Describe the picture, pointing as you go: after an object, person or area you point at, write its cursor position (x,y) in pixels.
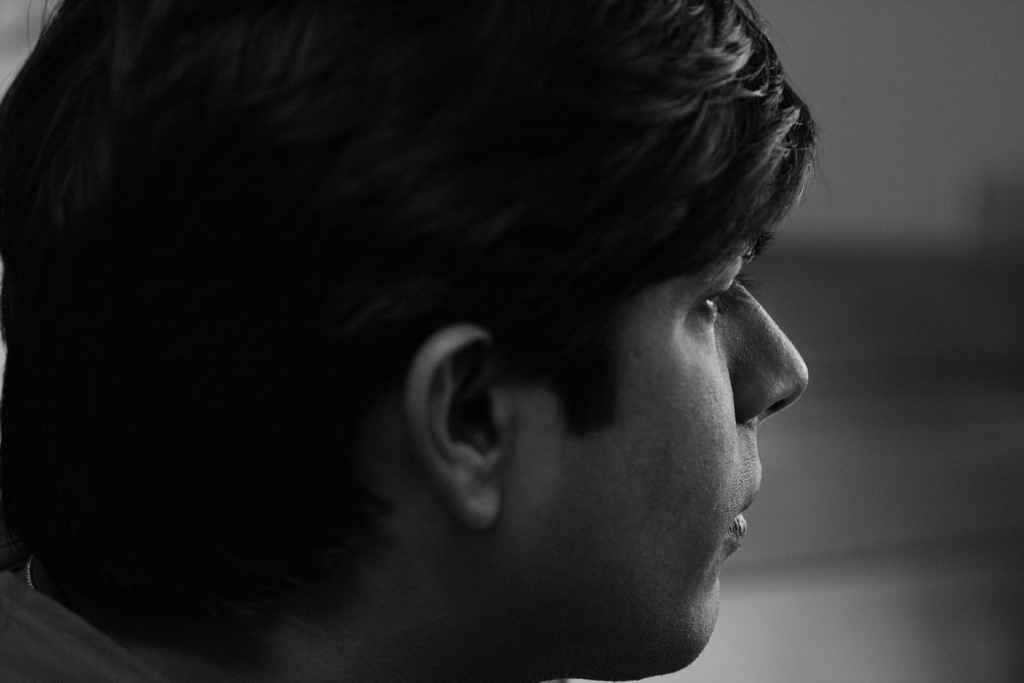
This is a black and white image. In this image we can see a side view of a man's head (526,477). In the background (862,503) it is blurred.
